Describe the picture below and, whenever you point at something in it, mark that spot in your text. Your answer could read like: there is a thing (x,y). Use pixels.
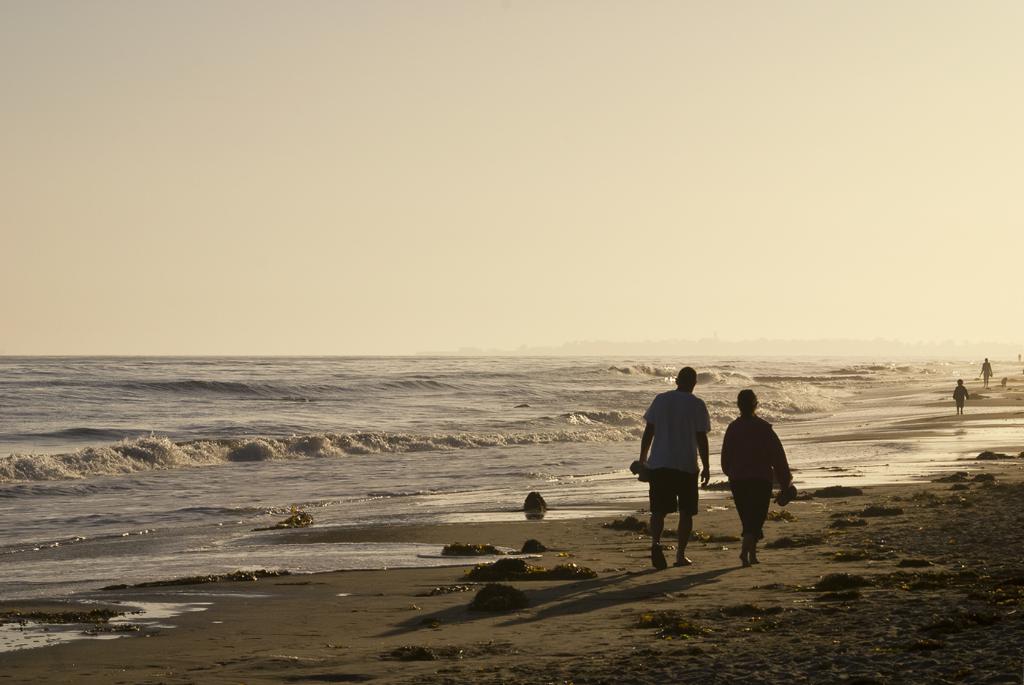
Here in this picture we can see some people (727,434) walking on the ground (668,536) over there and beside them we can see water (221,370) present all over there.
